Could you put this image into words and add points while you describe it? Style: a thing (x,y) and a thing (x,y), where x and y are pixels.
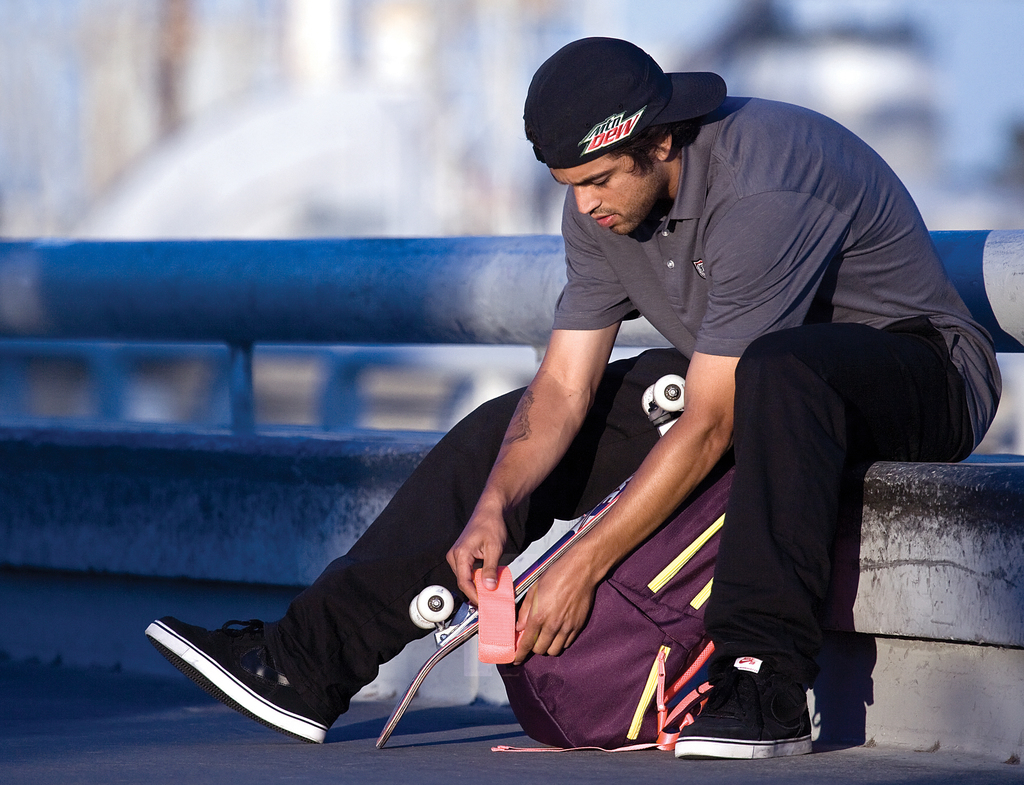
In this image we can see a person (743,502) wearing dress (763,338) and cap (617,112) is sitting on a ledge (912,478). In the background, we can see a metal pole (318,280), skateboard (437,623) and a bag (628,656) placed on the ground (22,703).
